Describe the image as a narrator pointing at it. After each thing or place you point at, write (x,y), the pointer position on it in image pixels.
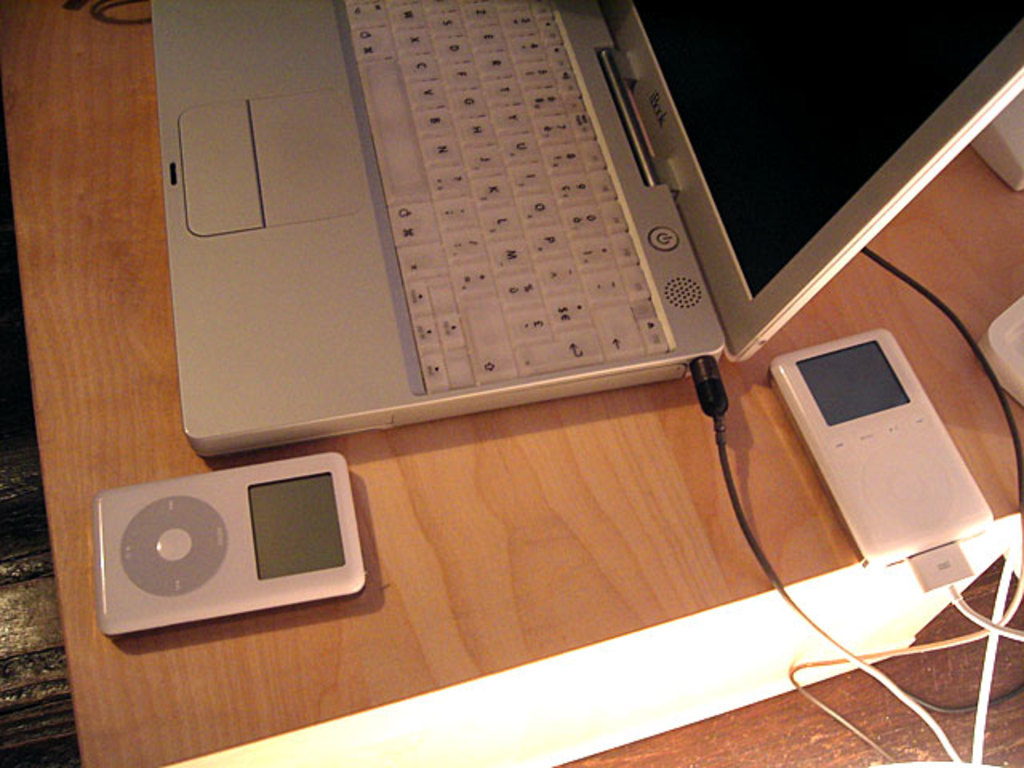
In this image we can see a laptop (933,90), wires (988,687) and some electronic devices (931,471) on the table (596,583).
